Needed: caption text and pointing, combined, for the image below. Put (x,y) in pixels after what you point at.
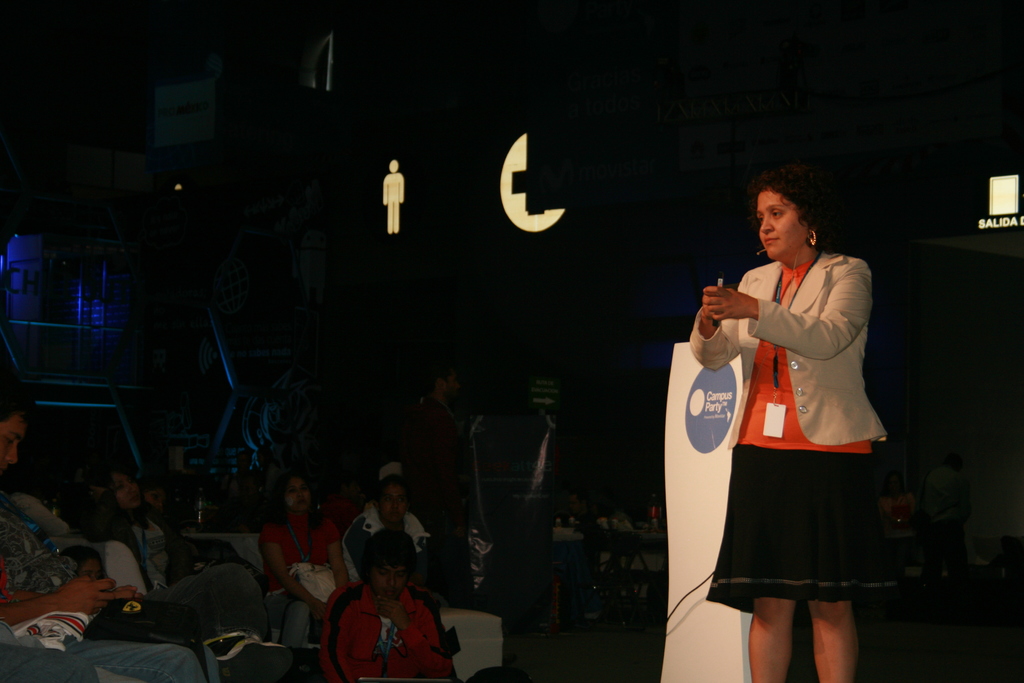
On the right side of the image (783,584) we can see woman (756,546) standing on the dais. In the background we can see person (363,584) sitting on the chairs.
